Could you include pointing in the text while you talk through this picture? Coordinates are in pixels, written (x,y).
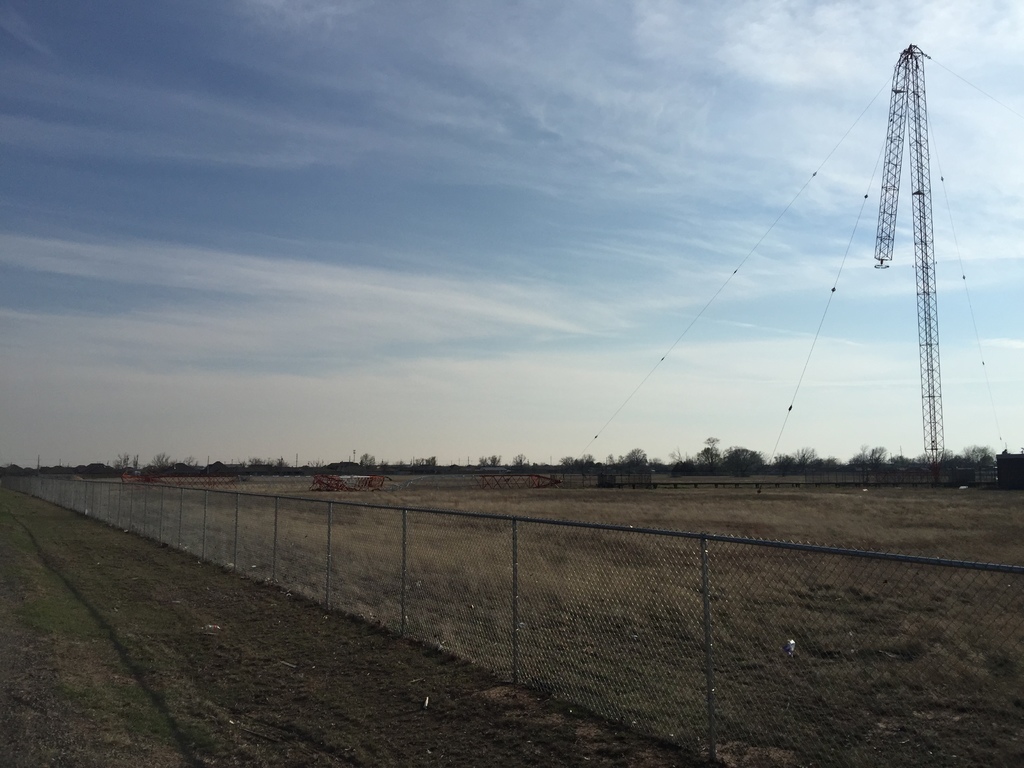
This image is taken outdoors. At the top of the image (300,172) there is the sky (398,95) with clouds (666,134). At the bottom of the image (340,711) there is a ground (222,714) with grass (238,653) on it. In the background (761,471) there are many trees (725,464) and plants (853,467). On the right side of the image (915,159) there is a tower (900,164) and there are few wires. In the middle of the image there is a mesh (438,595).
